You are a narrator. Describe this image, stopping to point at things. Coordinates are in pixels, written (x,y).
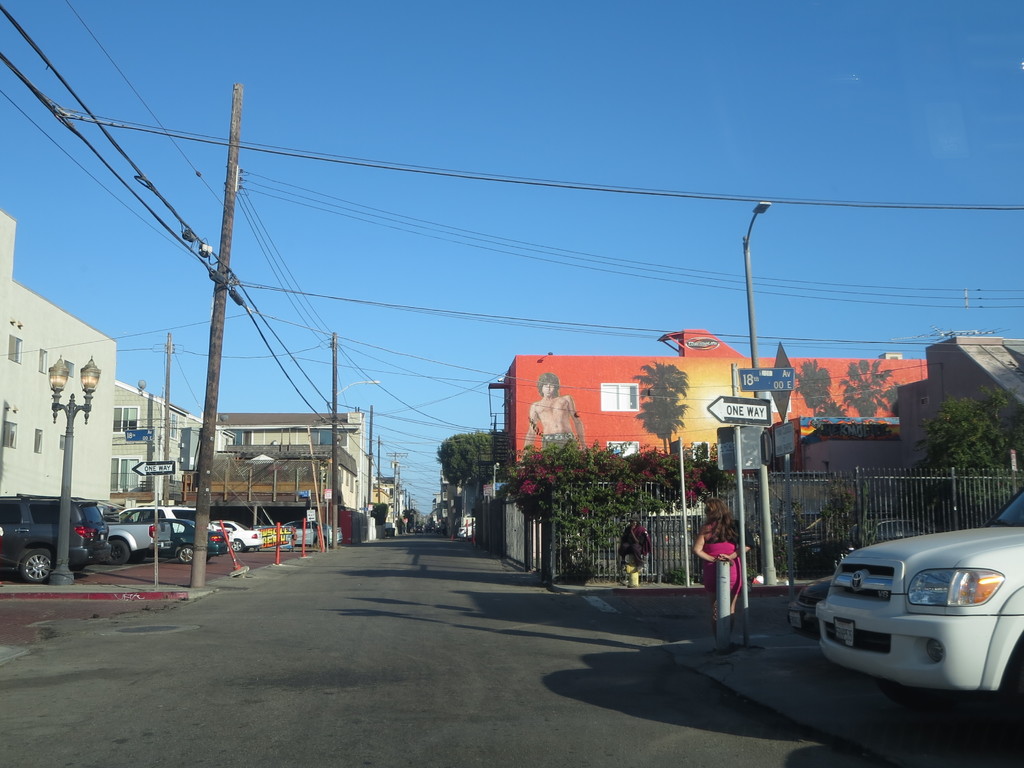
In the right side (955,596) a car (967,597) is parked, in the left side (15,367) there are buildings (343,491), at the top (544,134) it's a sunny sky (544,134).
